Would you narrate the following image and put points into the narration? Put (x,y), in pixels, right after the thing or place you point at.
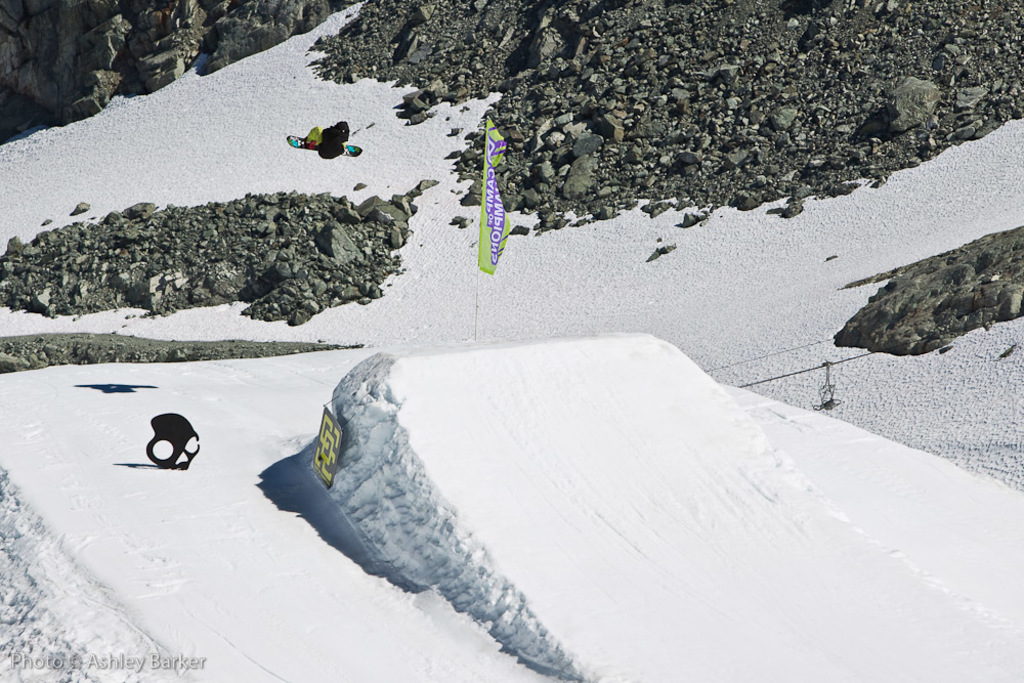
This picture might be taken on the hill area (503,603). In this image, on the left side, we can also see a mask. On the right side (899,332) there is a rope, stones (893,349). In the middle of the image (491,260) there is a flag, some stones (338,209), ski board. In the background (612,58), we can also see some rocks (770,91), at the bottom (268,491) there is an ice (688,422).
